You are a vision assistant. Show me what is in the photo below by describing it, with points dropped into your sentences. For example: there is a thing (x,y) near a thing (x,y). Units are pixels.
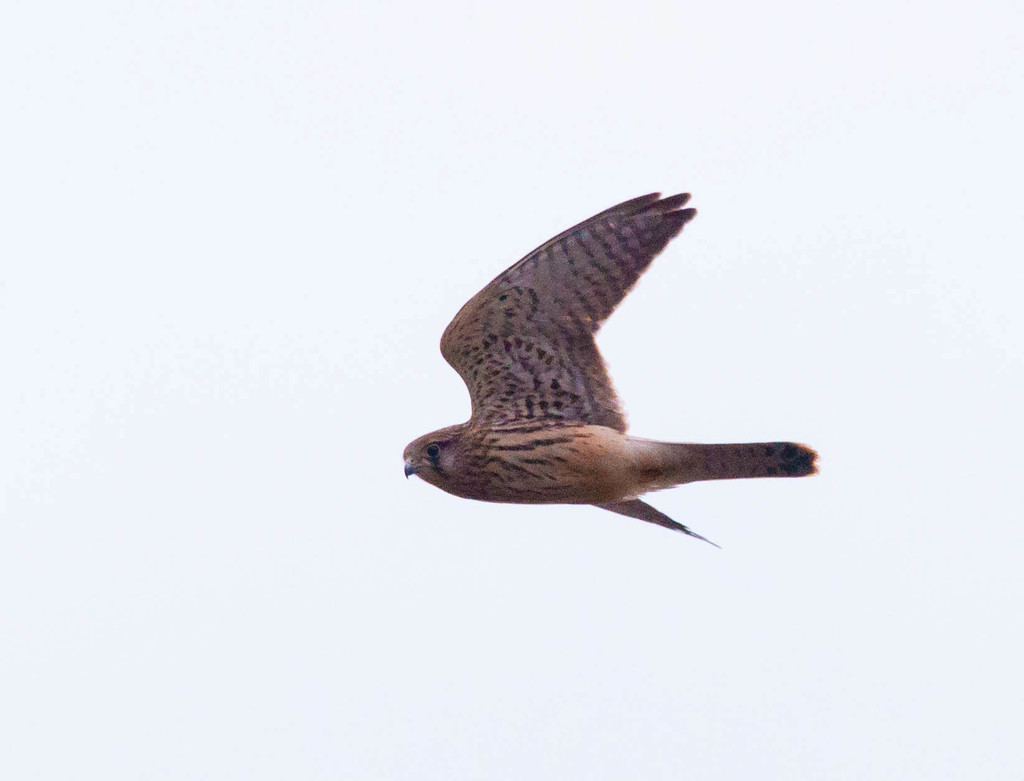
In the picture we can see a bird (455,481) flying in the air (904,559).
